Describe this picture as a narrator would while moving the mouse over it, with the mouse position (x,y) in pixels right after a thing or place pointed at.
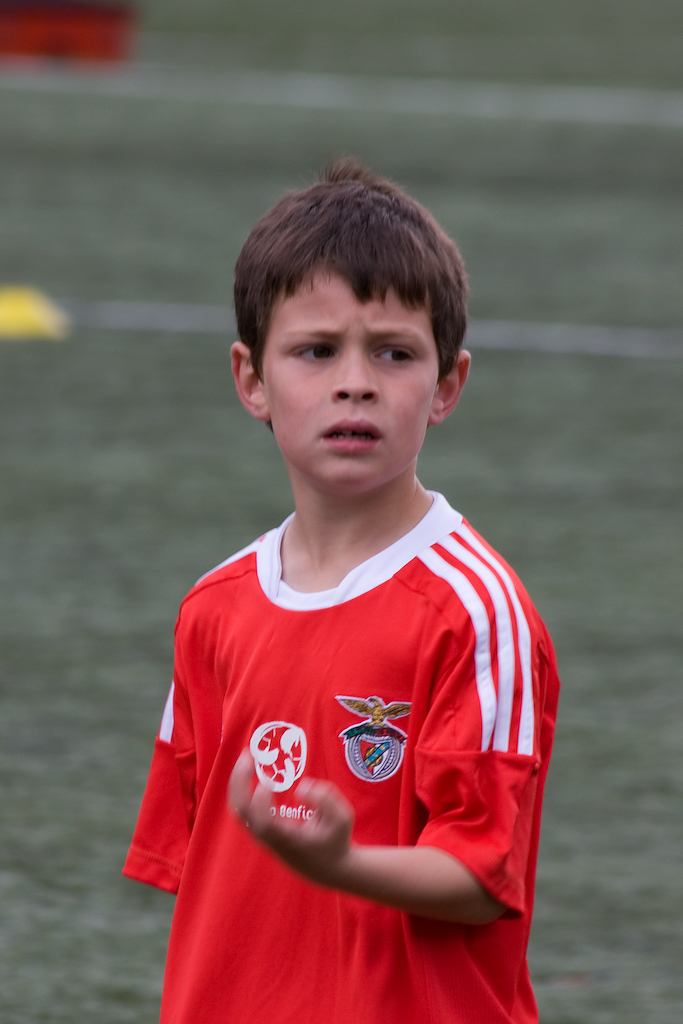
In this image I can see a boy (352,887) is standing. The boy (422,753) is wearing a red color t-shirt (373,742). The background of the image (166,170) is blurred.
